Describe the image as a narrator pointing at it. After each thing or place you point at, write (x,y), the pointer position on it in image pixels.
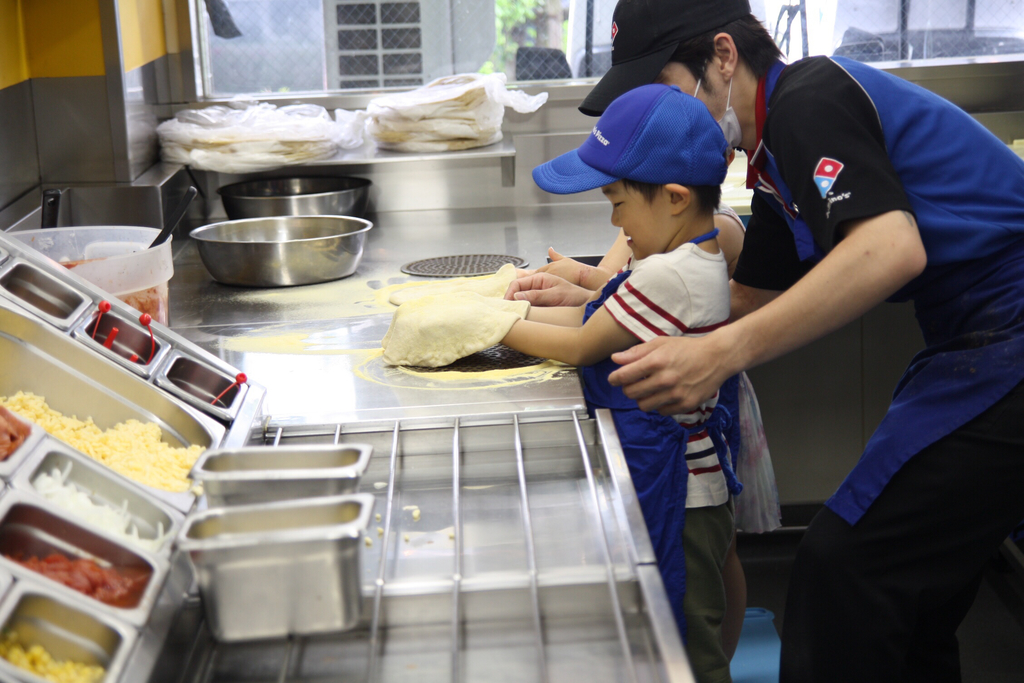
This image is taken inside a kitchen (494,620). There are two people (657,550) standing at the right side of the image (698,136) wearing a cap (696,156).
